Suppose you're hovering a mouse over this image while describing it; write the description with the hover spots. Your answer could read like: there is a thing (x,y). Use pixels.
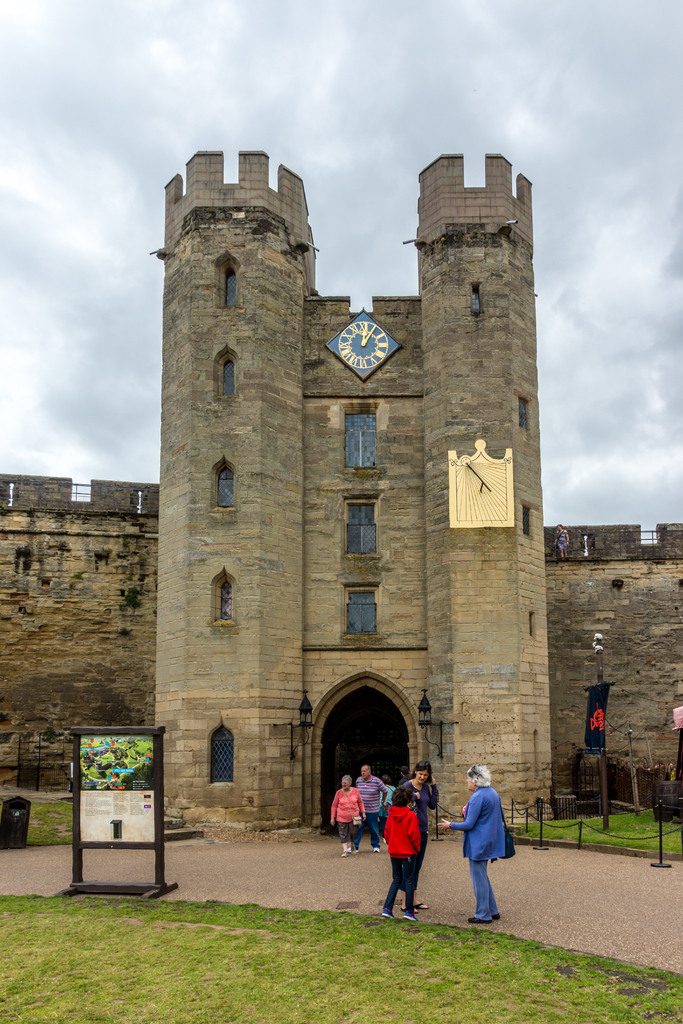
In the picture I can see building (186,742), in front we can see few people (494,848), board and grass (182,943).
